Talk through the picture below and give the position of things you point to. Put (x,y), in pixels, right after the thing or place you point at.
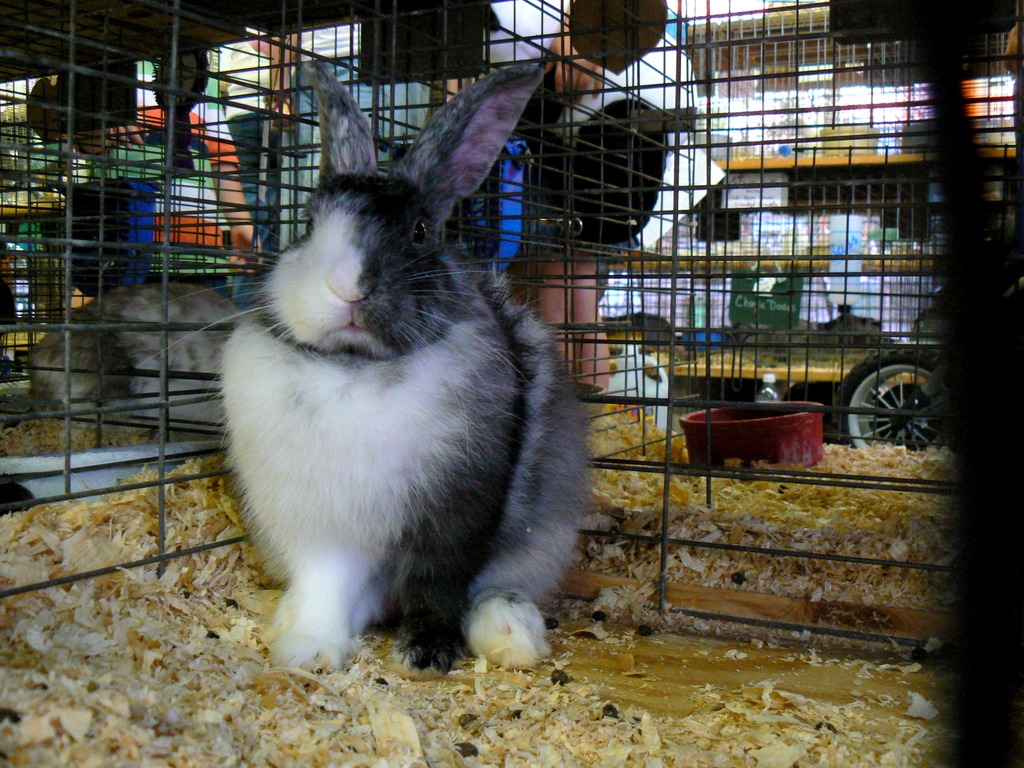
In this image we can see rabbits (403,433) in the cages (643,438), there is a person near the cage (537,214), a bowl (818,427) in the cage (523,236) and there is a bottle (772,378), in the background (719,246) it looks like a building (850,316), few objects (839,153) and a vehicle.
